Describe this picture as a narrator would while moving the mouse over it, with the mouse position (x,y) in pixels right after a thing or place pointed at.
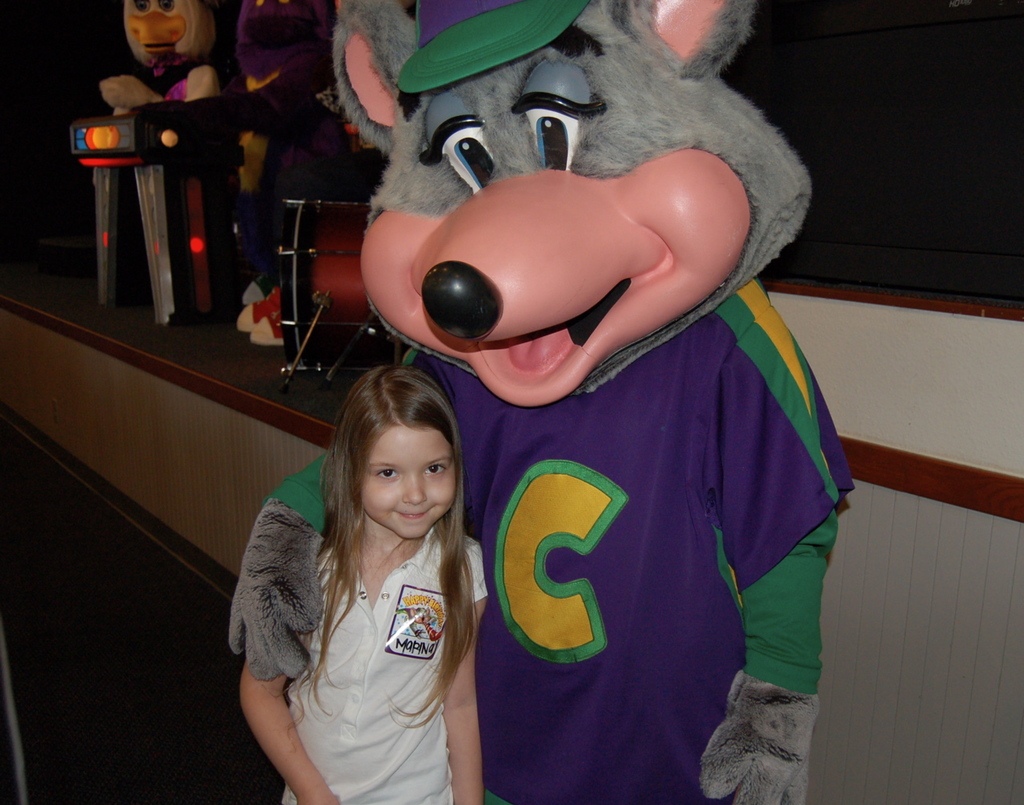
In this image there are few persons (515,326) wearing costumes (529,549) and a girl (373,537) standing, in the background (48,338) there is a stage (48,338), on that stage (236,317) there are musical instruments (206,303).
